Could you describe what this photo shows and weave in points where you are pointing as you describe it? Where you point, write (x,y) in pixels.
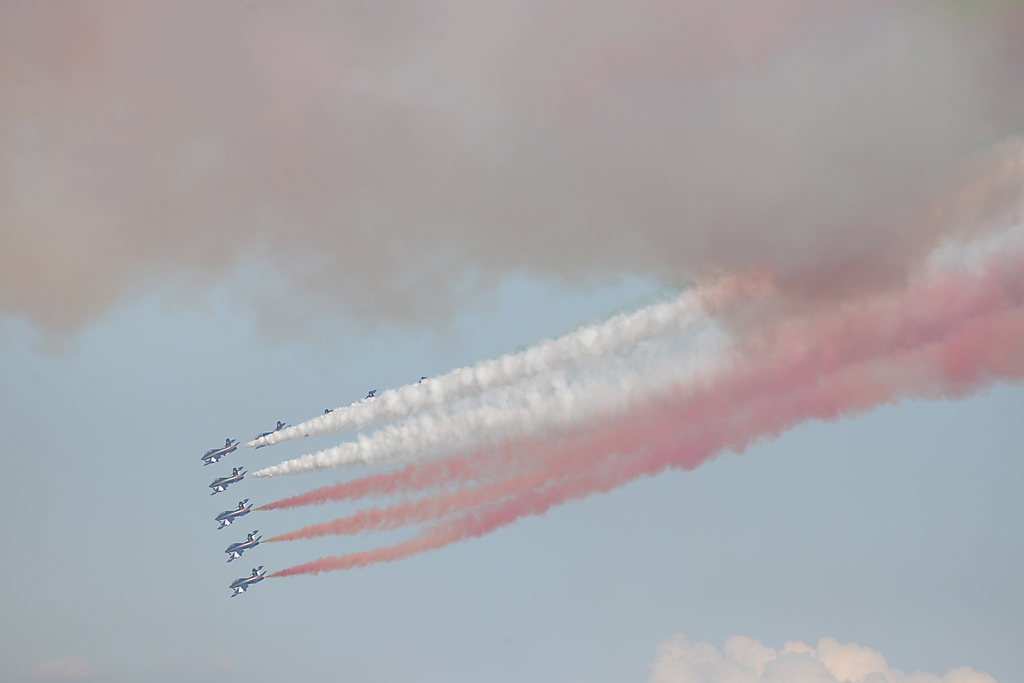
In this image we can see some jets (220,484) with smoke (415,460) in the sky (352,386). We can also see that the sky (761,572) looks cloudy.
